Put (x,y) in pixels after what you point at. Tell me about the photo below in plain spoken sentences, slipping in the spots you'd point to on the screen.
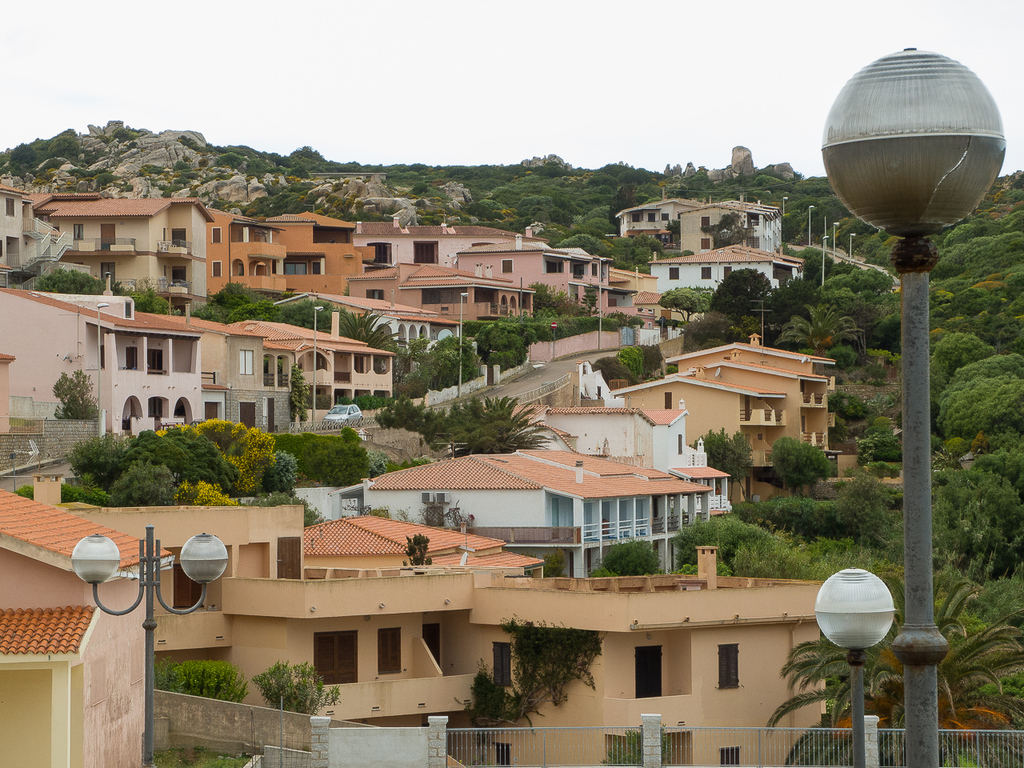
At the bottom (574,757) there is a fence (550,756) and poles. In the background (413,643) there are houses (368,487), buildings (191,399), windows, vehicle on the road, trees (35,160), poles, rocks (406,218) and sky (100,70).
